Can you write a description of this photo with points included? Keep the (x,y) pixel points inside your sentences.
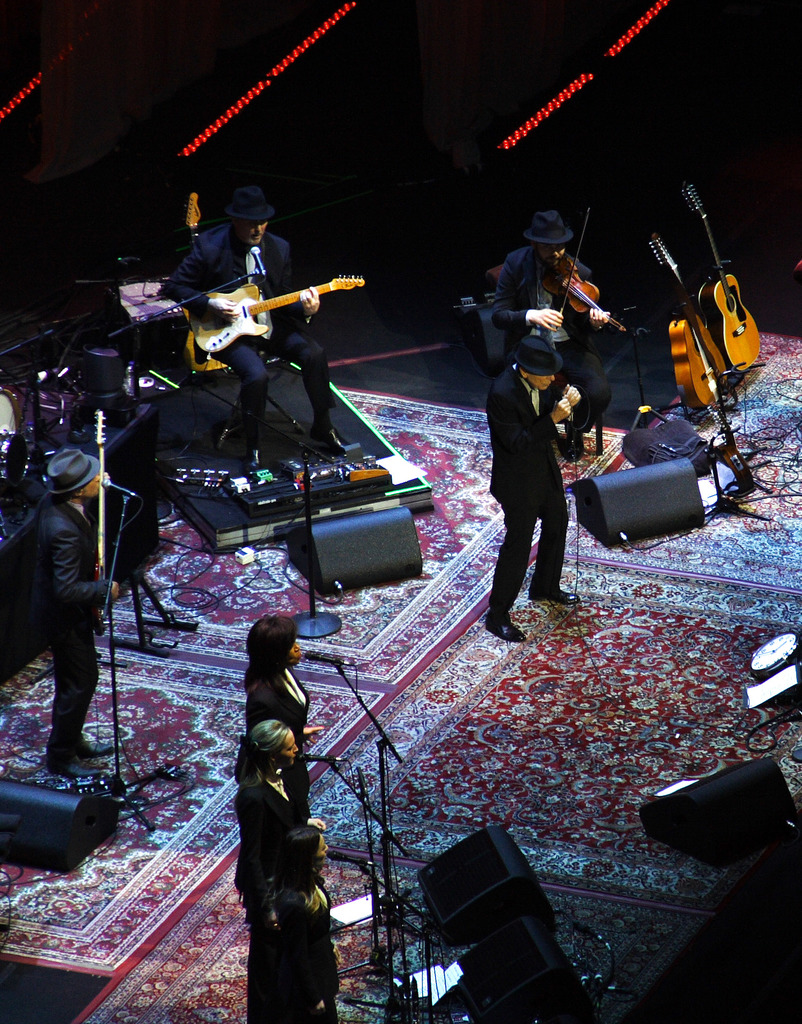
In this picture there are few singers (280,685) and few musicians (548,292). The three women (278,833) in a row are singing and in front of them there are three microphones (322,760) and their stands (382,880). There is another man (520,467) holding a microphone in hand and singing. Behind him there are two people (272,314) are playing guitars (207,360) and beside to him the other man (524,298) is playing violin (580,300). On the floor (561,717) there are carpets (444,657). There are also speakers (530,873), lights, guitars (726,322) and boxes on the floor (111,730). The background (373,150) is dark.
